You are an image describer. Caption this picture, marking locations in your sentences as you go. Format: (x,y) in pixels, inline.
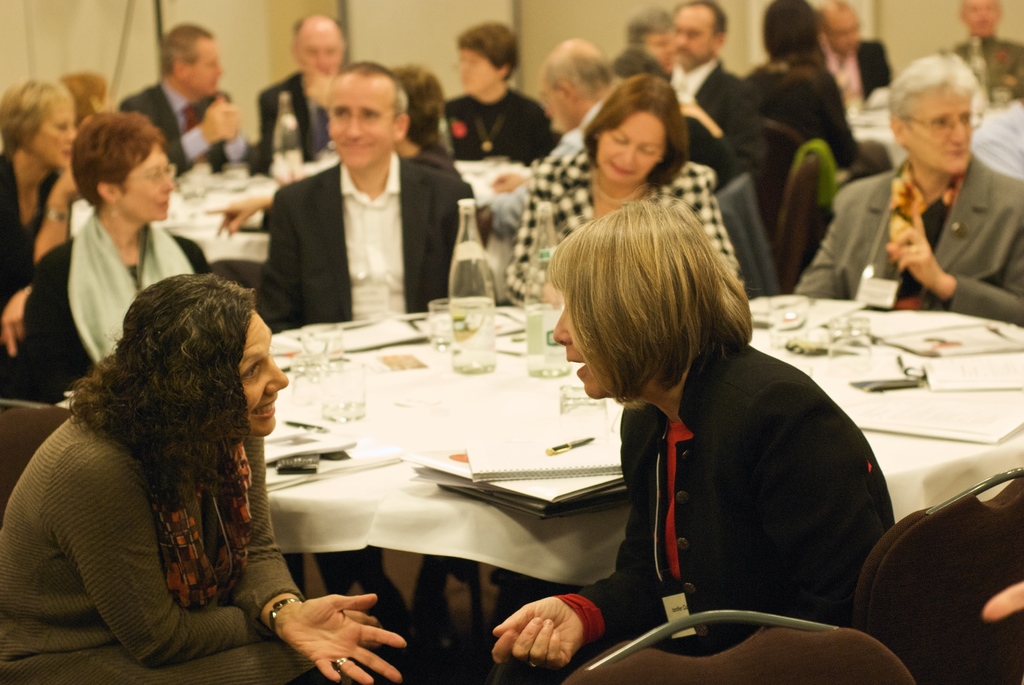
The image is taken in an event. In the center of the image (508,328) there is a table (463,521). There are many people (549,197) sitting around the tables (381,502). There are files (540,505), glasses (442,324), bottles (457,353), papers (864,423) placed on the table (419,493). In the background (379,35) there is a wall (266,28).
